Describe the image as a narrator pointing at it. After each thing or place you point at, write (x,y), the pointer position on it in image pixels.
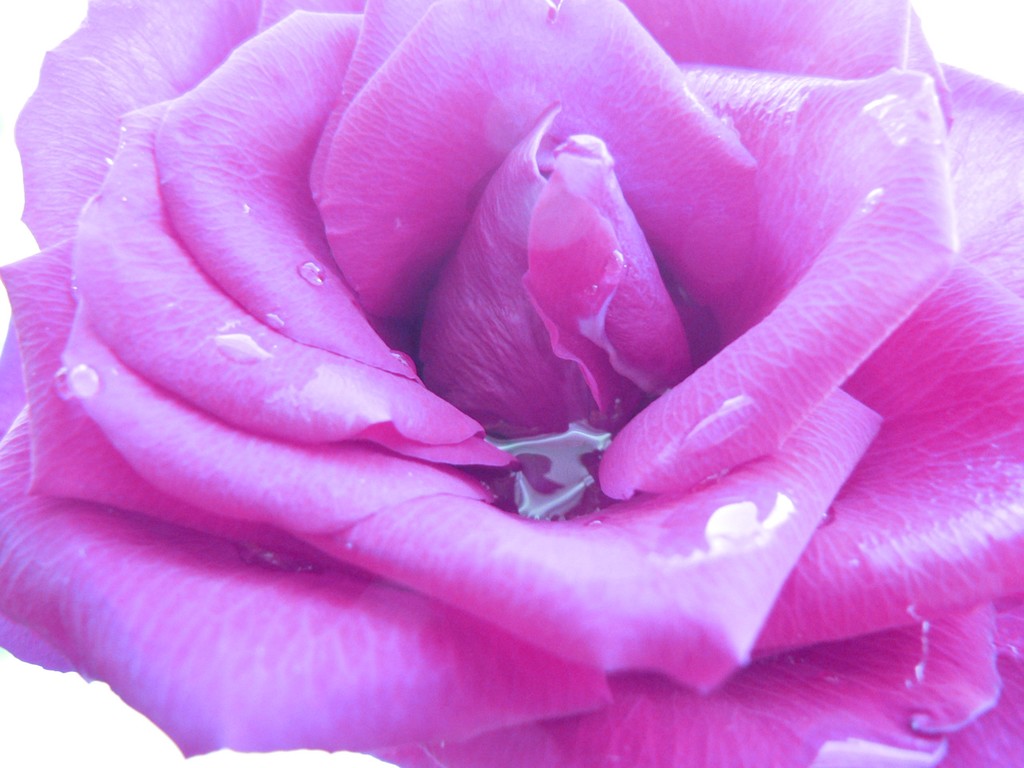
There are water drops (89,373) on the pink rose flower (901,466). And the background (2,26) is white in color.
